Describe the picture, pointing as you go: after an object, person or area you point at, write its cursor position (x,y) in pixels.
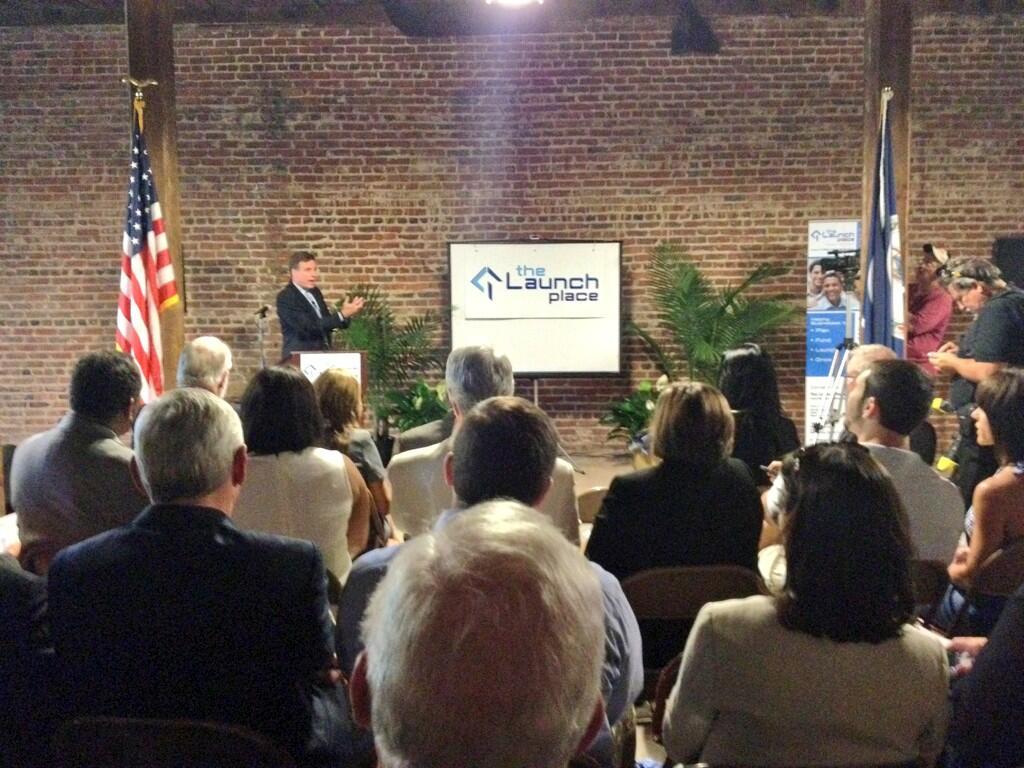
In the picture we can see some people (791,756) are sitting and in front of them, we can see a man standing and explaining something, he is in a blazer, tie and shirt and beside him we can see a board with a name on it as the launch place and near it, we can see two plants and behind it we can see the wall (96,308) and on the top of it we can see a part of the light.
